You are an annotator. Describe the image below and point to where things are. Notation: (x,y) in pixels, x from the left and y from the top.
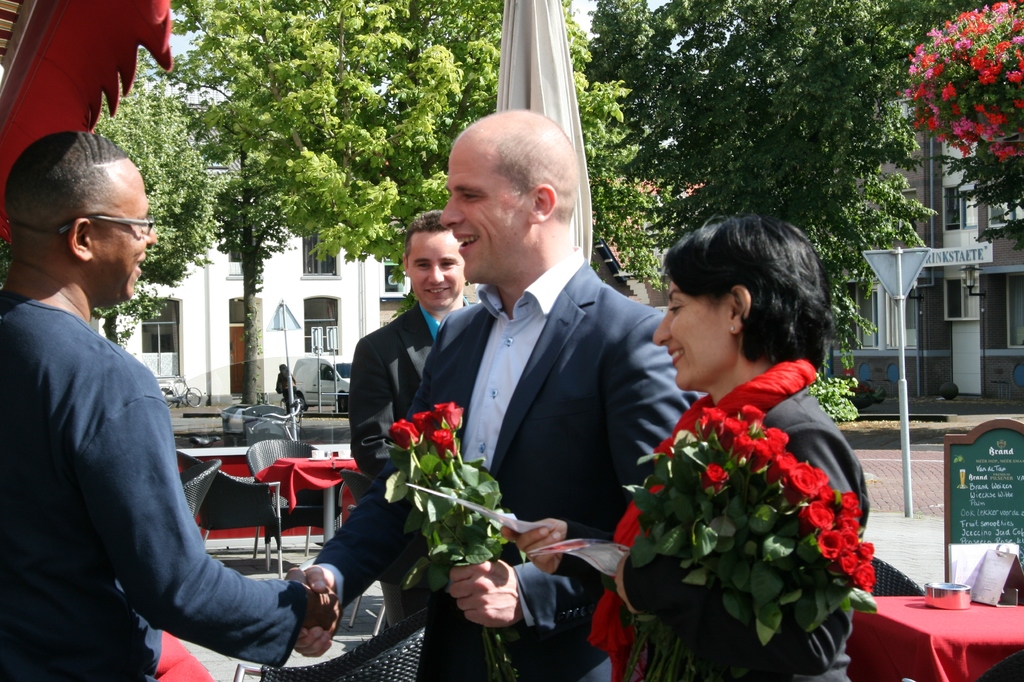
A man (586,482) is shaking hand (306,578) with other one (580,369) beside she is a woman (695,379) behind them there are trees (810,133) buildings (1021,315).
